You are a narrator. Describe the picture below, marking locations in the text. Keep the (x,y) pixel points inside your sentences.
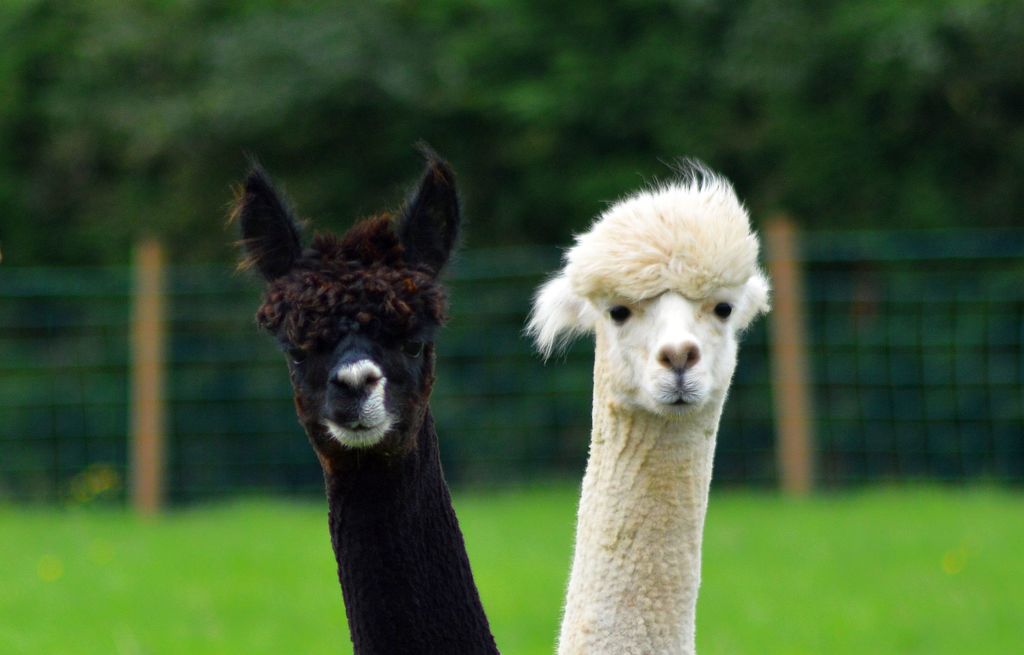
Here we can see two animals (362,364) in white and black color. Background (251,583) it is blurry and we can see greenery (256,102).
